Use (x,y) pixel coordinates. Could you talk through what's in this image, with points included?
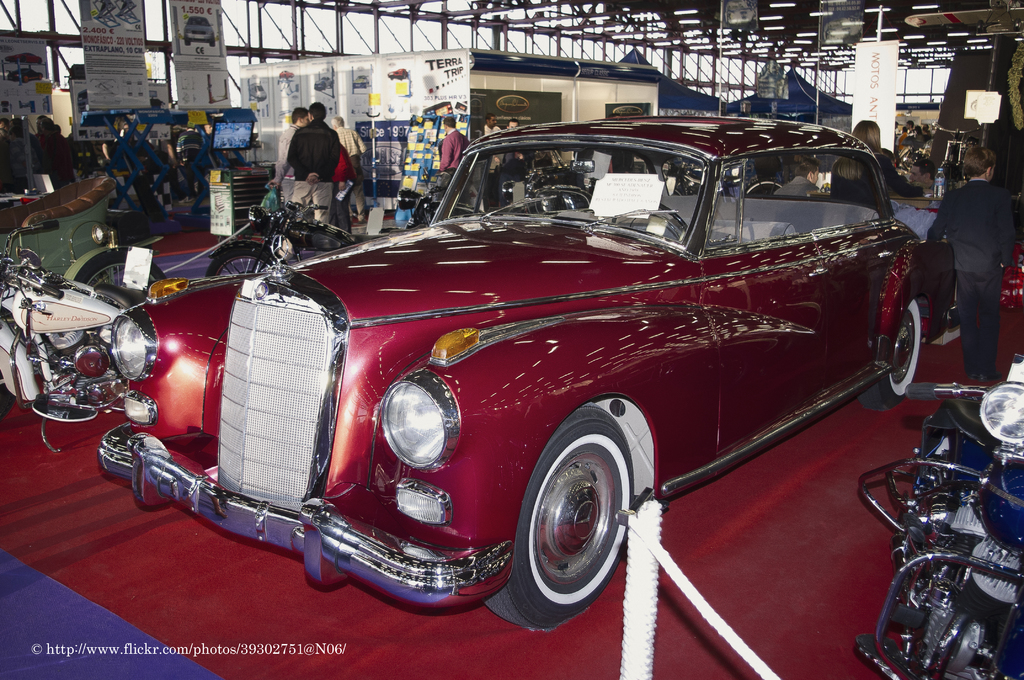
In this picture I can see a car (399,310) and few motorcycles (68,307) and few people (64,146) are standing and I can see lights (824,15) to the ceiling (798,19) and few posters (197,9) with some text (103,58) and car pictures (29,54) on it and I can see a monitor (241,139) and I can see text (161,645) at the bottom left corner of the picture (263,651).
